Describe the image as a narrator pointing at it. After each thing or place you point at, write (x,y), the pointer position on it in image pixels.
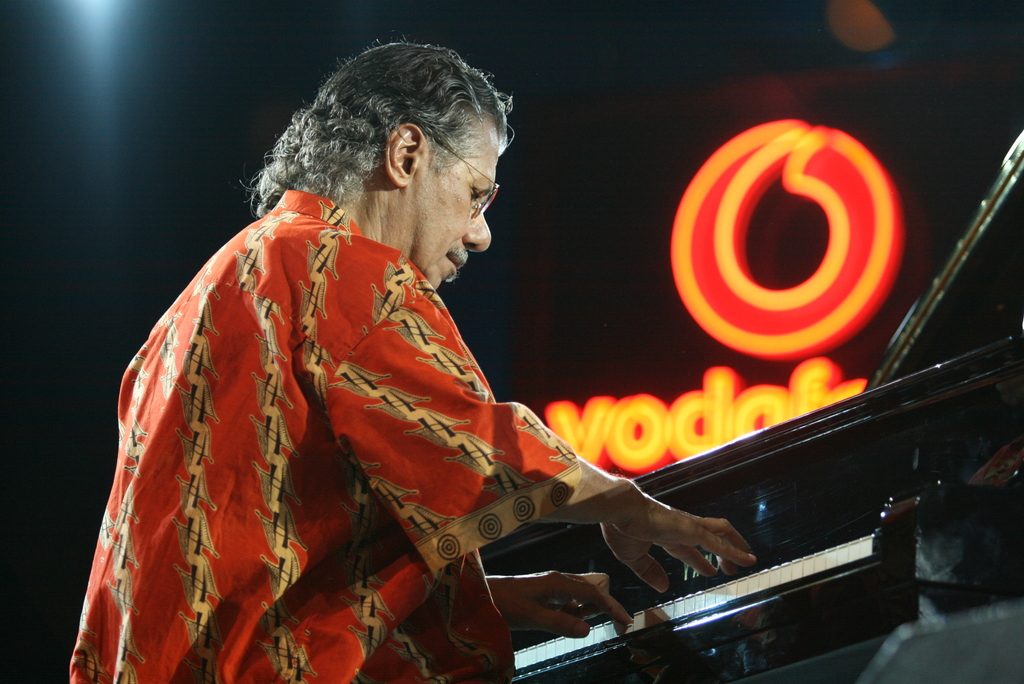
This man (401,485) wore spectacles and red dress (214,423) and playing this piano keyboard (704,593). On top (706,207) there is a logo (707,240) in red and orange color.
